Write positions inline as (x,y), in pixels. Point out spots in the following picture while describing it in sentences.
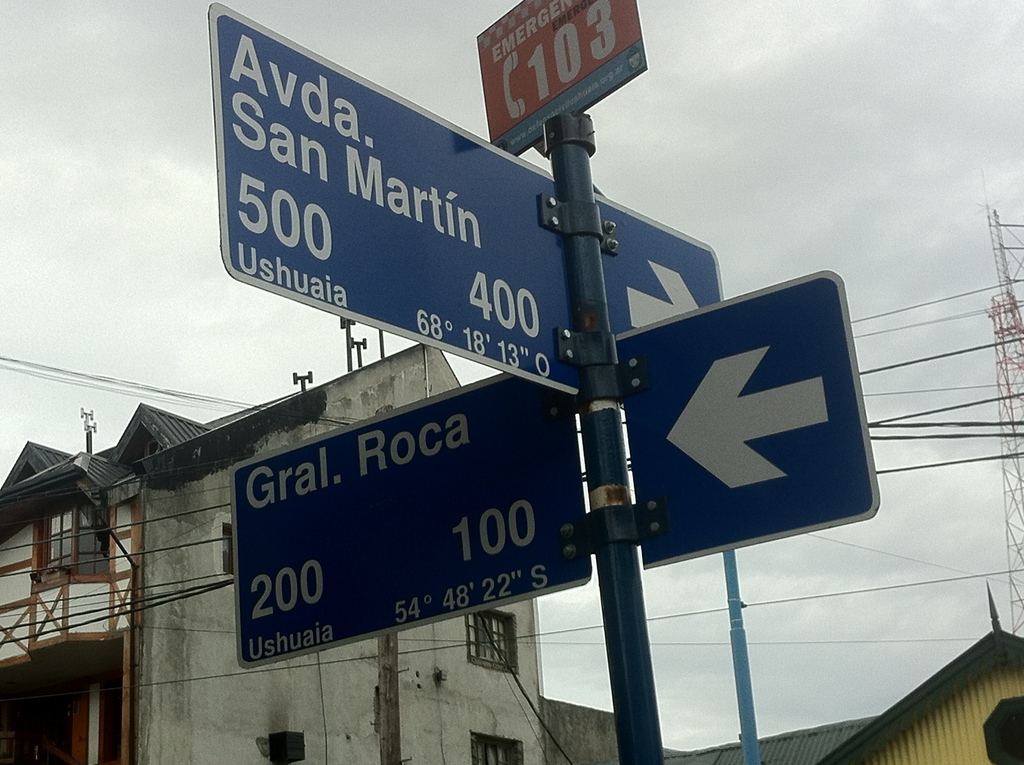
In the image there is a pole (601,312) and there are two direction boards (468,500) and a caution board (533,6) attached to that pole (623,476), behind that there is a building (297,727) and there are plenty of wires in front of that building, on the right side (1013,424) there is a tower (1006,293) in the background (1007,306).
